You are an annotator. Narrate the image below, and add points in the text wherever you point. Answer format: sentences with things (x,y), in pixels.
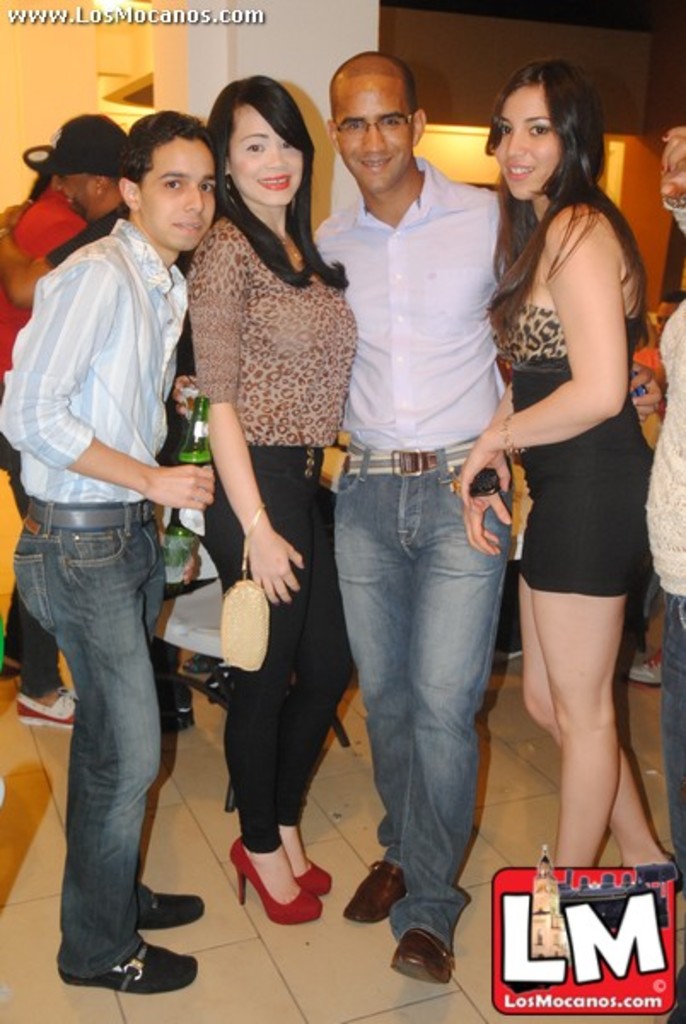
In this image there are people (309,328), pillar (325,12), lights (482,147), wall (62,56), tile floor (353,884), bottles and chairs (196,638). Few people (407,809) are holding objects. At the top left side of the image (203,14) there is a watermark (252,14). At the bottom right side of the image (612,920) there is a logo (611,941).
